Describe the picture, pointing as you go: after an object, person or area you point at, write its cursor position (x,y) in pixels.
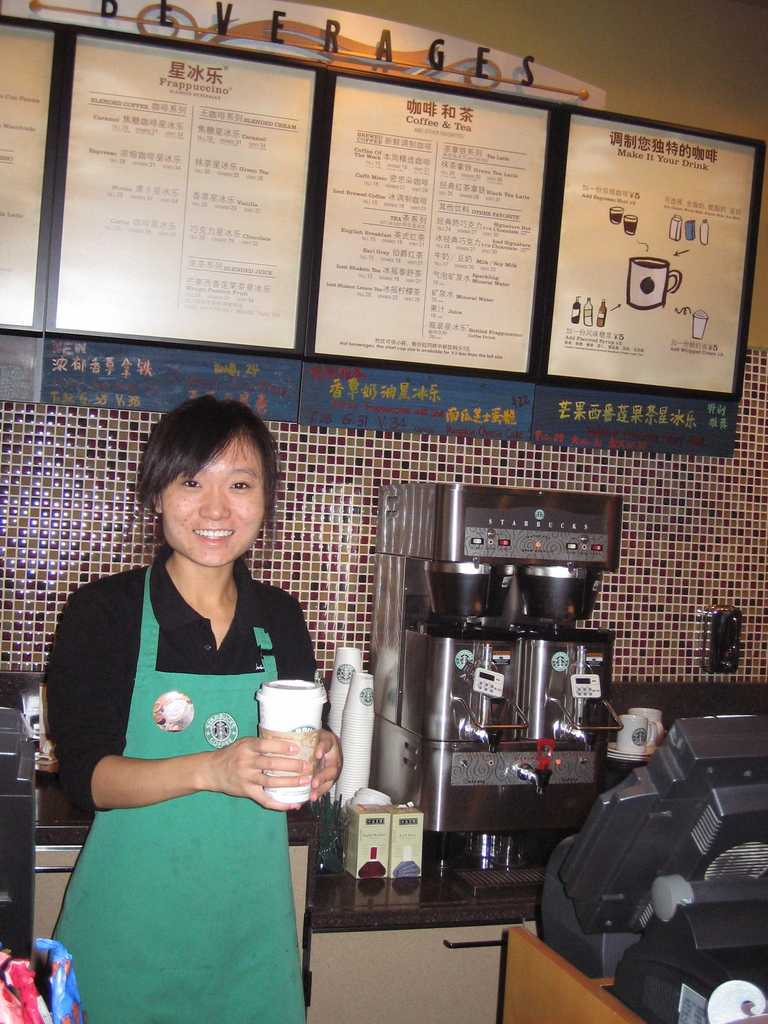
The picture is taken in a kitchen (295,768). In the foreground of the picture (207,736) there are some electronic gadgets (641,883) and a woman (201,750) holding a cup (277,735). In the center of the picture (464,668) there are cups (349,796), coffee machine (464,779) and other objects (45,697). At the top (273,160) there is a menu card (525,254) and text (220,15).
